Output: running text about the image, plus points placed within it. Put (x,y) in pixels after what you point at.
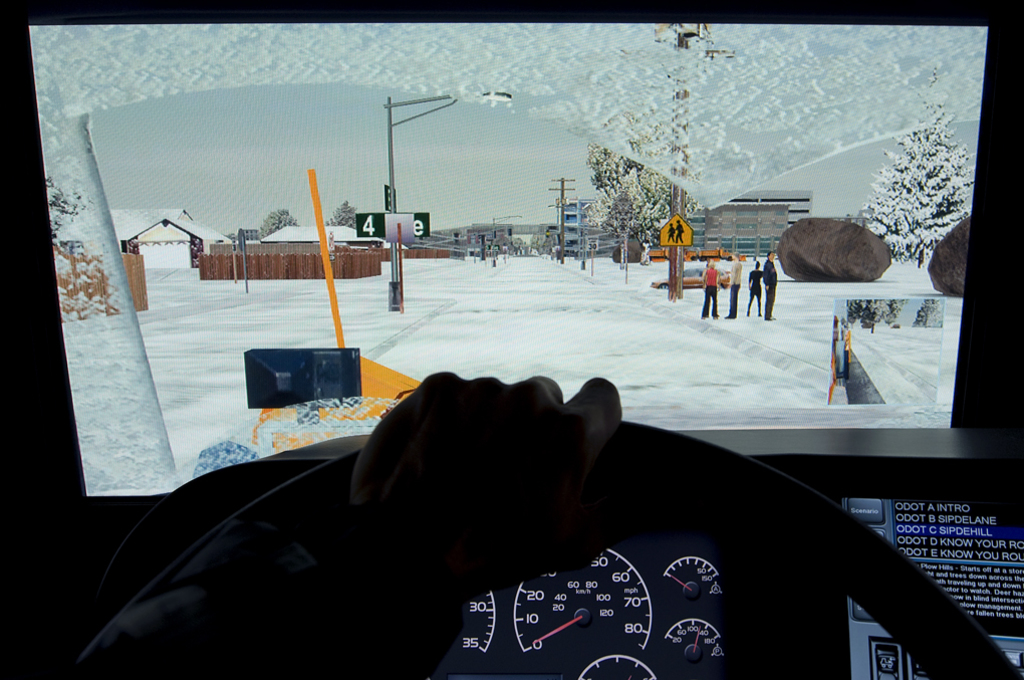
In this image I can see a human hand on the steering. Background (354,166) I can see group of people (732,294) standing, few vehicles (699,279) covered with snow (644,275), trees (609,177) in green color, few poles (561,183), and sky (332,139) in white color.
